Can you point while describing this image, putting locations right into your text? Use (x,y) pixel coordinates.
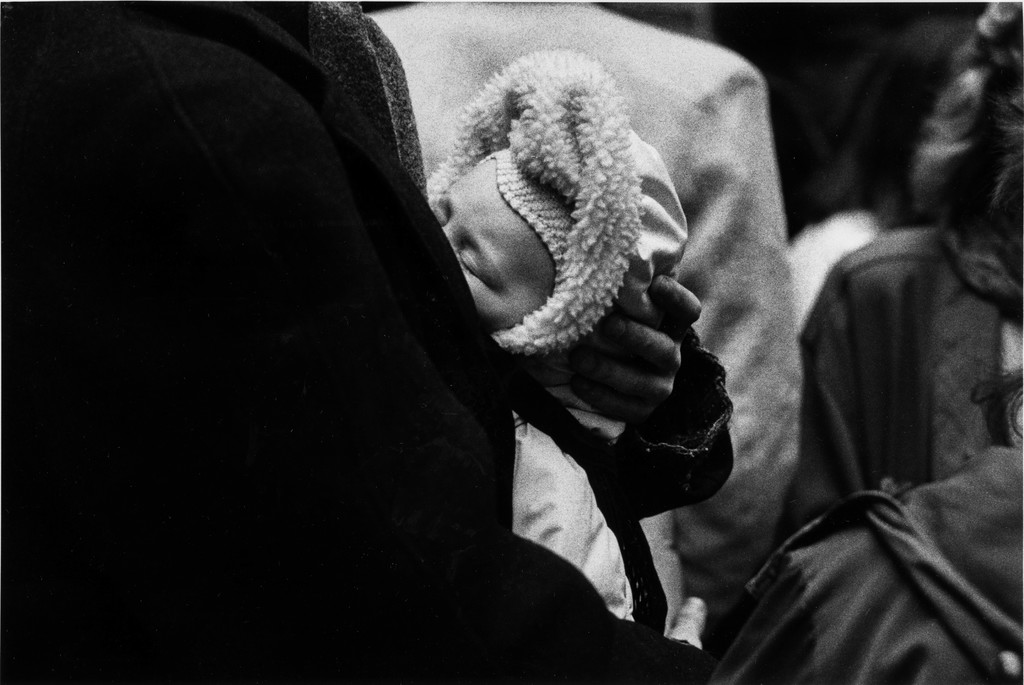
In this image, we can see a person (653,428) holding a kid (651,216).
